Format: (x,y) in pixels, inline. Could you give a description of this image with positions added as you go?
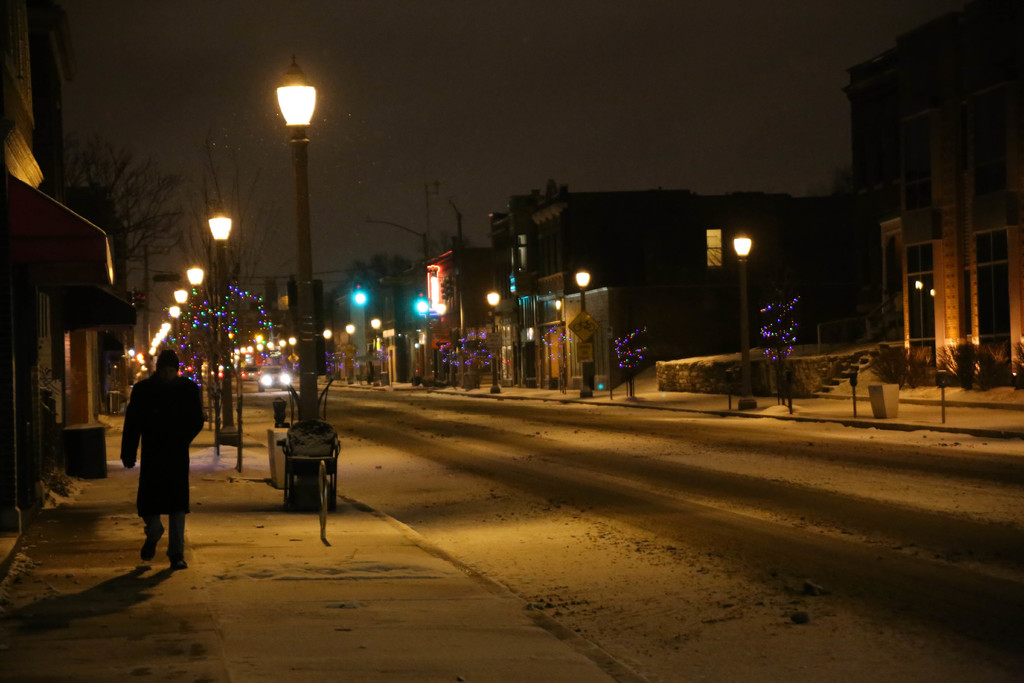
In this image in the front (173,459) there is a man (180,447) walking. In the center (376,327) there are light poles (223,336) and in the background (512,358) there are buildings (637,321), there are light poles (350,358), trees (213,351) and there are vehicles (261,379) moving on the road (383,393).
